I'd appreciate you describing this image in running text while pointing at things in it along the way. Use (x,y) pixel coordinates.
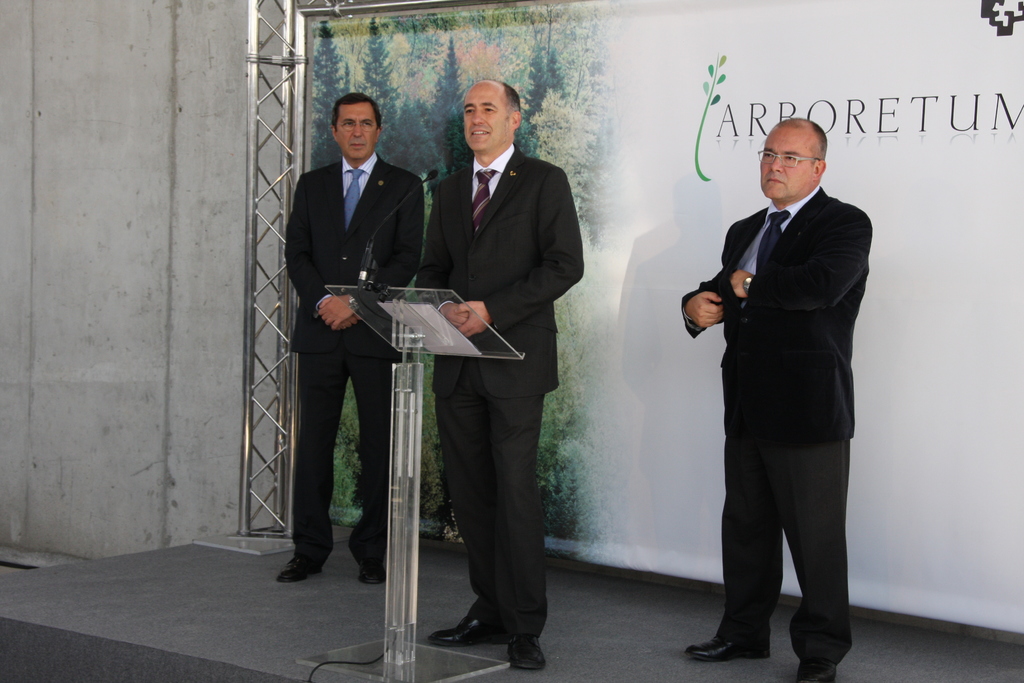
There are three men (779,300) standing. This is the glass podium (397,611) with the mike (374,264) and papers (435,324) on it. I think this is the banner (674,157) with a picture of trees (550,56) and letters (735,116). This is the stage (126,608). I think this is the lighting truss (253,214). Here is the wall (106,284).
